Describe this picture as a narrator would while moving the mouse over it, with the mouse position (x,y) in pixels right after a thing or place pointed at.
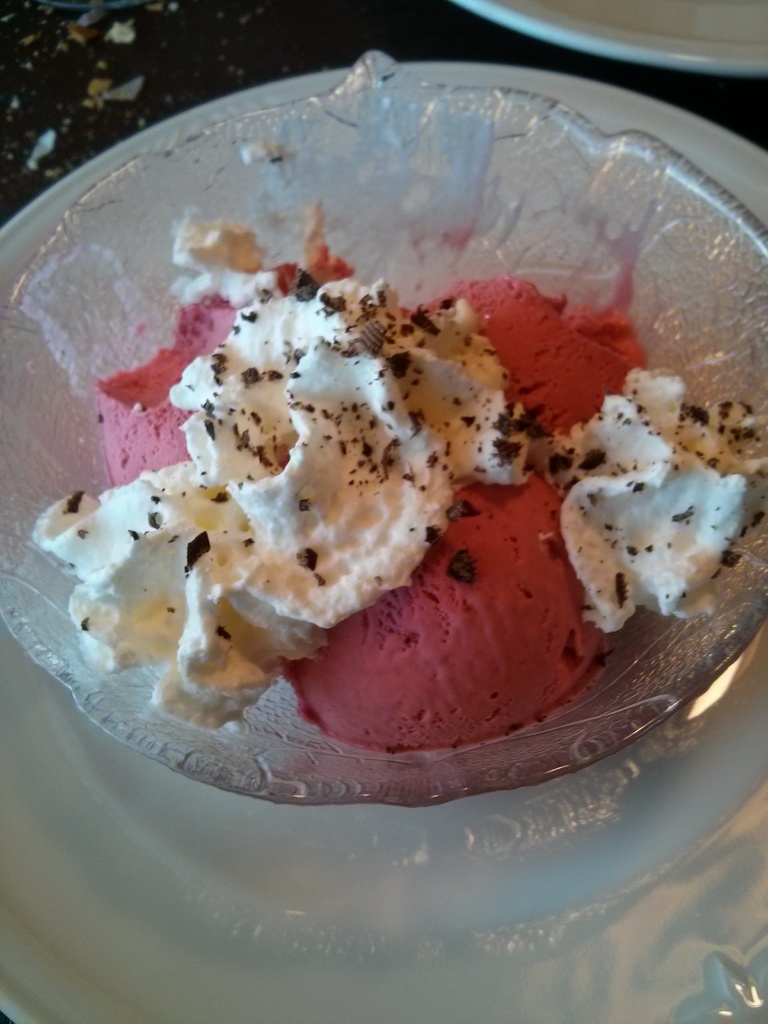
In this picture we can see a bowl (120,303) on a white plate (700,140) with ice cream (218,319) in it and in the background (718,34) we can see an object (683,53).
